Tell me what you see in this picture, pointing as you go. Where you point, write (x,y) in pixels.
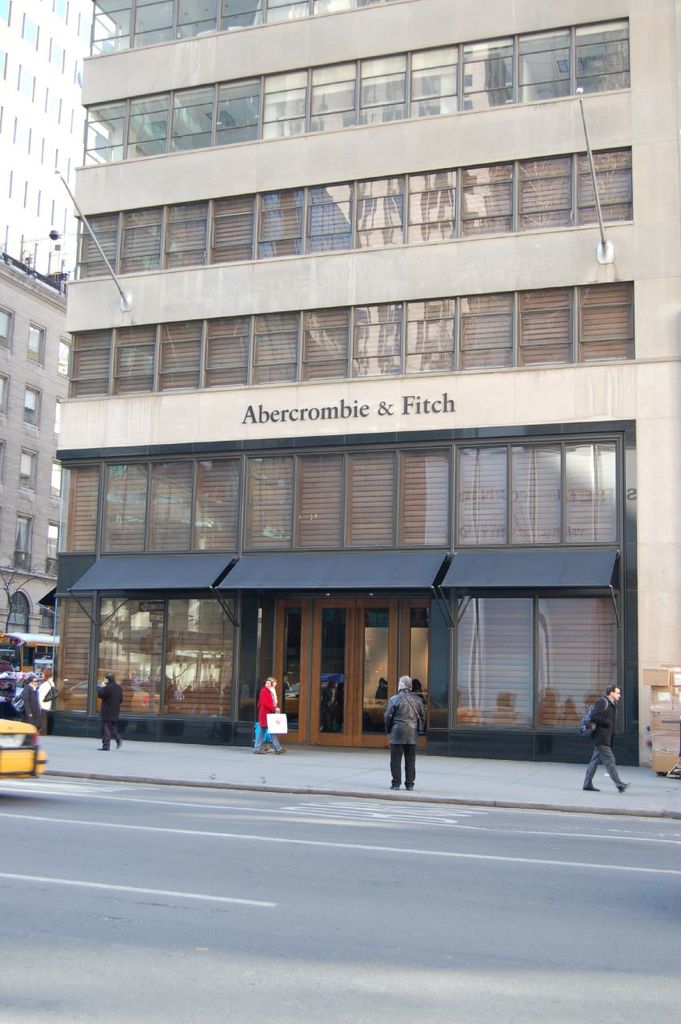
In this image we can see a road (321,832) and some persons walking through the sidewalk (471,780) and at the background of the image (155,334) there are some buildings (145,257).
